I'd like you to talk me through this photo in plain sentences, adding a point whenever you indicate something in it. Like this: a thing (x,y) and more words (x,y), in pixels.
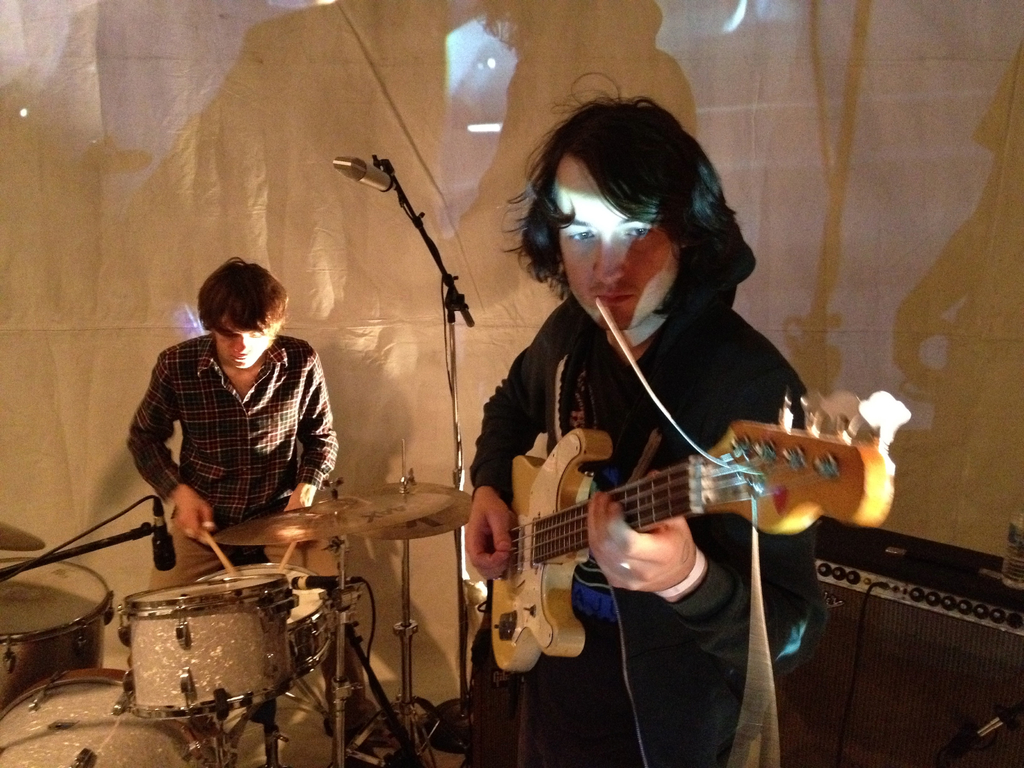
In this image there are two persons (623,585) on the right side (696,483) there is one person (593,425) who is standing and he is holding a guitar (574,525) and on the left side (245,440) there is one person (186,452) who is standing and he is holding a sticks (228,569) in front of him there is drums (178,587) it seems that he is drumming beside him there is one mike (155,528) and in the middle (453,285) there is another mike (452,397) on the background (427,55) there is one screen (615,54) and on the bottom of the right corner (893,651) there is one sound system (886,594).
